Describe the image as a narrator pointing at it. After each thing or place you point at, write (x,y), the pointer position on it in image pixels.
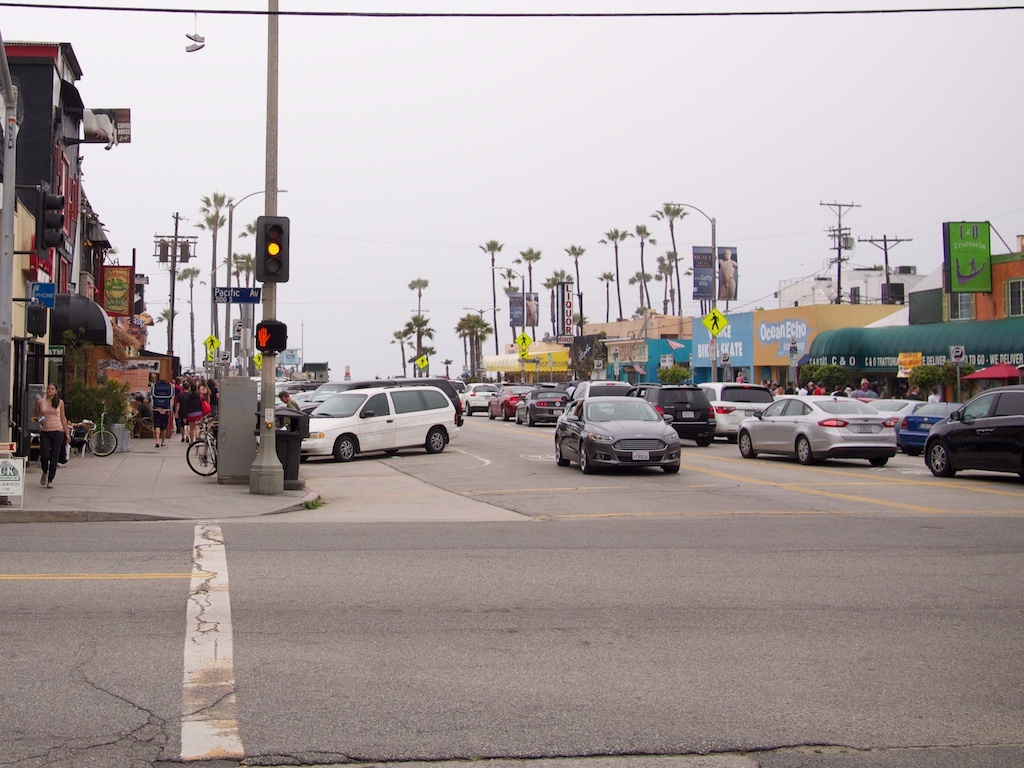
This image is clicked on the road (518,624). There are vehicles (577,431) moving on the road (490,624). Beside the road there is a walkway (296,498). There are cycles (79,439) parked on the walkway (135,439). There are street light poles (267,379), traffic signal poles (269,393), dustbins (296,446) and a few people (180,405) walking on the walkway (81,462). On the either sides of the image there are buildings (698,334). There are boards (730,342) with text (730,355) on the buildings (530,349). In the background (557,278) there are trees (553,281). At the top (459,123) there is the sky (458,95).
